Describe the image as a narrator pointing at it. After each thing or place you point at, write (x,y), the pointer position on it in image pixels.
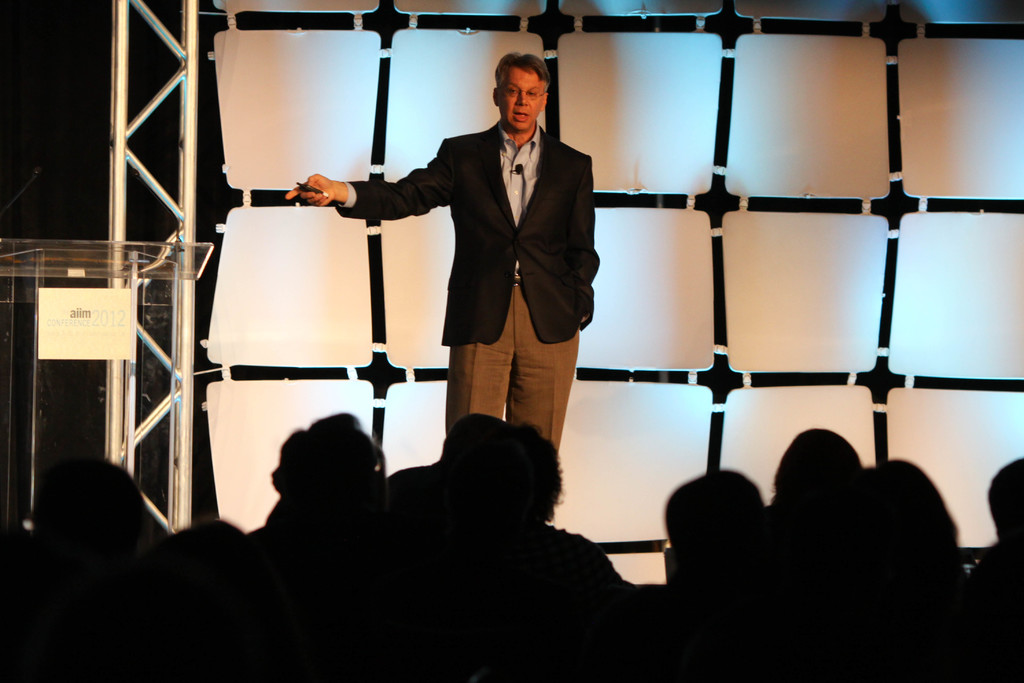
At the bottom (722,534), I can see a crowd of people (532,510) in the dark. They are facing towards the back side (441,572). In the background (490,270) there is a man (496,265) standing on the stage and speaking. He is holding an object (302,186) in the hand (328,197). On the left side (15,335) there is a glass podium (97,346). In the background (172,91) there is a metal frame (180,73) and white color objects (654,163). The background (20,98) is dark.
